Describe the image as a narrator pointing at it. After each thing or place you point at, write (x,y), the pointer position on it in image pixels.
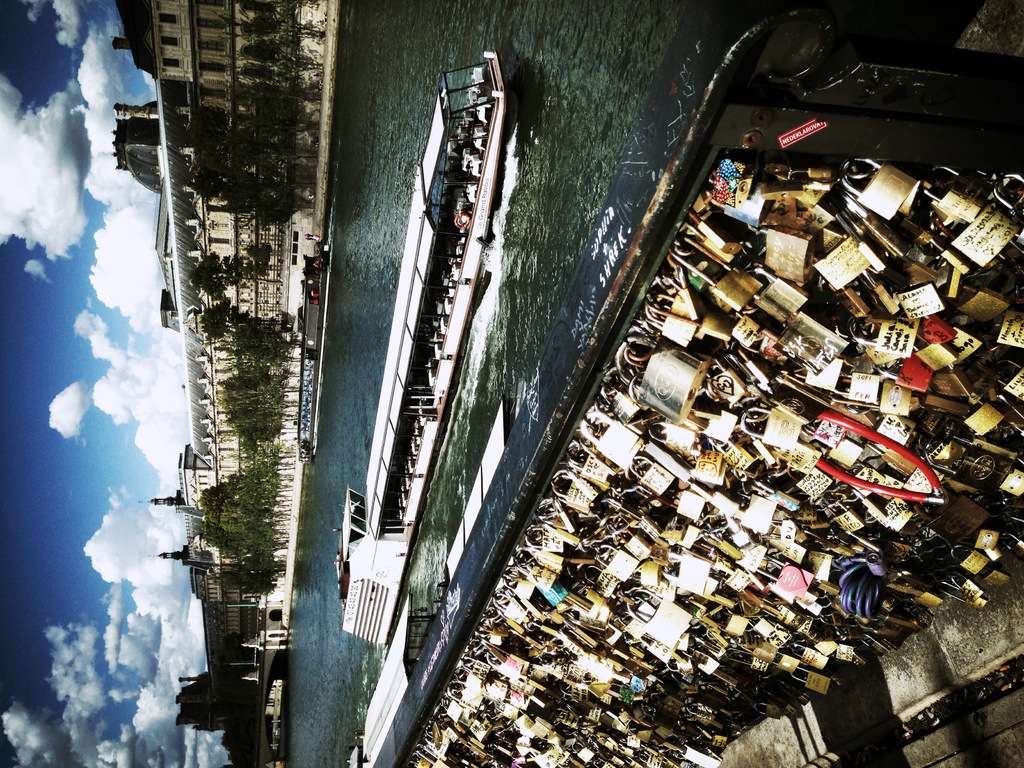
Here we can see group of locks (656,475) and we can see ship (412,207) on the water (561,200). background (140,221) we can see buildings (132,141), trees (263,203) and sky (109,183) with clouds (129,210).
